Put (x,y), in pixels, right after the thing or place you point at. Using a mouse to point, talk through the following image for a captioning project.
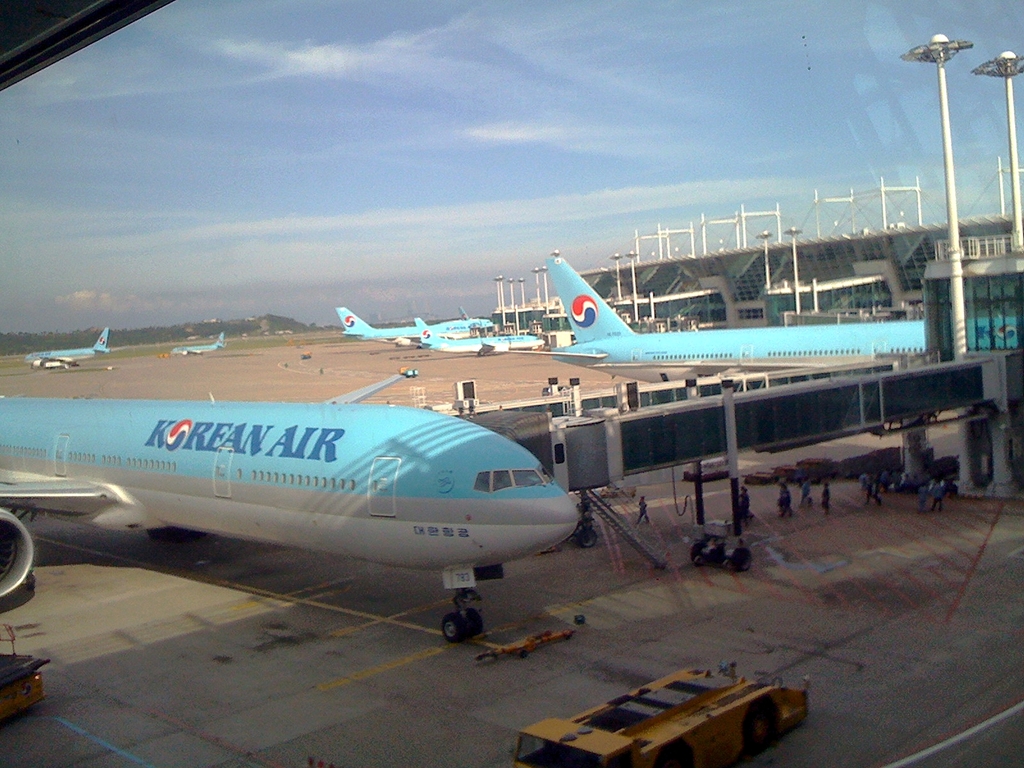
I think this picture is taken in an airport (699,359). Towards the left (212,471), there is a plane (330,475) which is in blue and white in color. Towards the right (815,349), there are three planes (496,343) which are in light blue and white in color. Most of the planes (363,484) are facing towards the right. At the bottom (668,684), there is a truck (611,738). Towards the right (791,261), there is a building (971,243) with poles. Towards the left (62,358), there are two more planes (220,339). On the top (367,111), there is a sky (306,153) with clouds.
